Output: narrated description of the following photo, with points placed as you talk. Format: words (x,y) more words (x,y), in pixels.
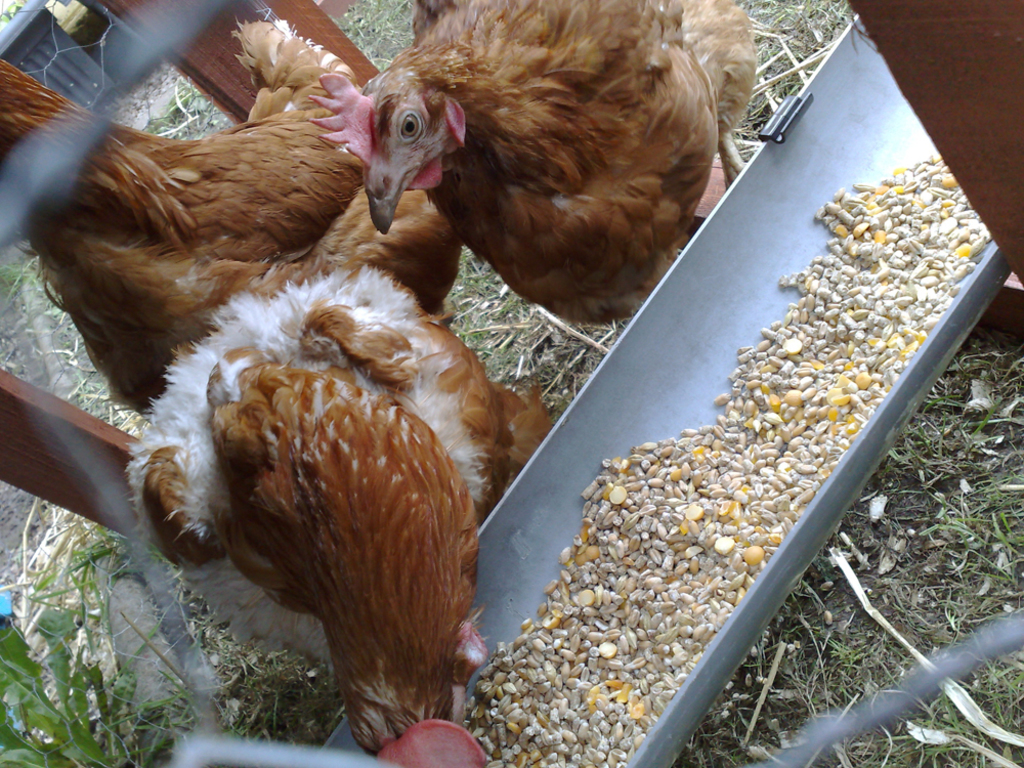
In this image we can see there are hens (335,334) on the ground (60,350) and there is a feeding tray (812,247), in that there are some food items (764,403). And there is a grass (955,720), plant (71,642) and wooden sticks (234,44).
